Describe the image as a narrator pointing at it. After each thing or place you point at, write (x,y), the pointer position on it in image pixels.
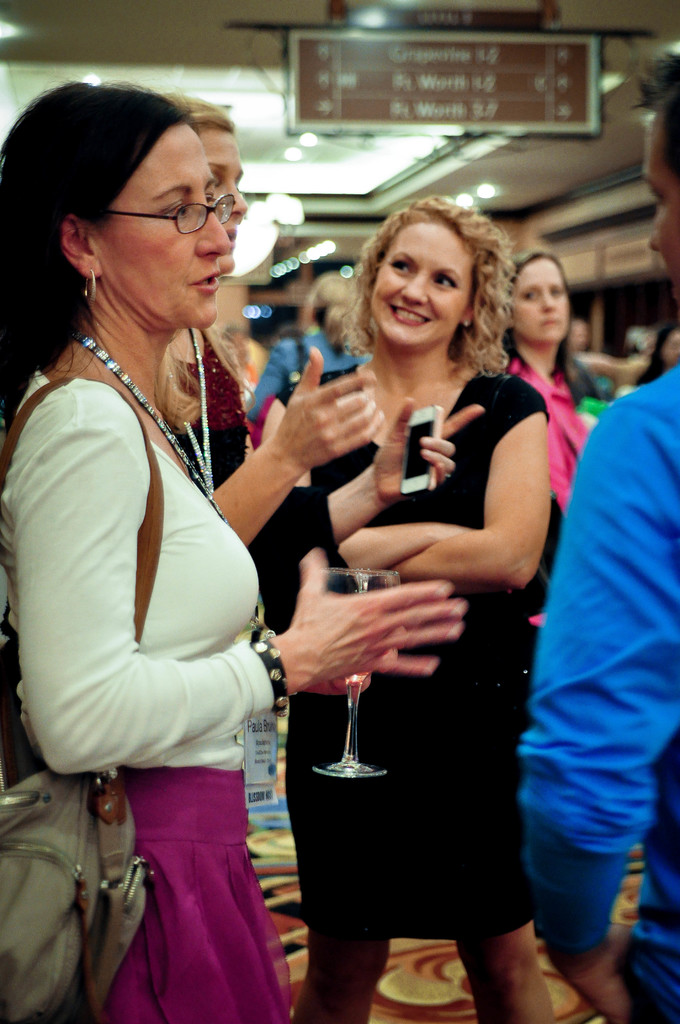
In this picture we can see a glass (364,583), mobile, bag (71,993), id cards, spectacle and a group of people (382,292) standing on the floor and a woman (447,280) smiling and in the background (388,129) we can see a name board (413,77), lights (415,150) and some objects (593,268).
